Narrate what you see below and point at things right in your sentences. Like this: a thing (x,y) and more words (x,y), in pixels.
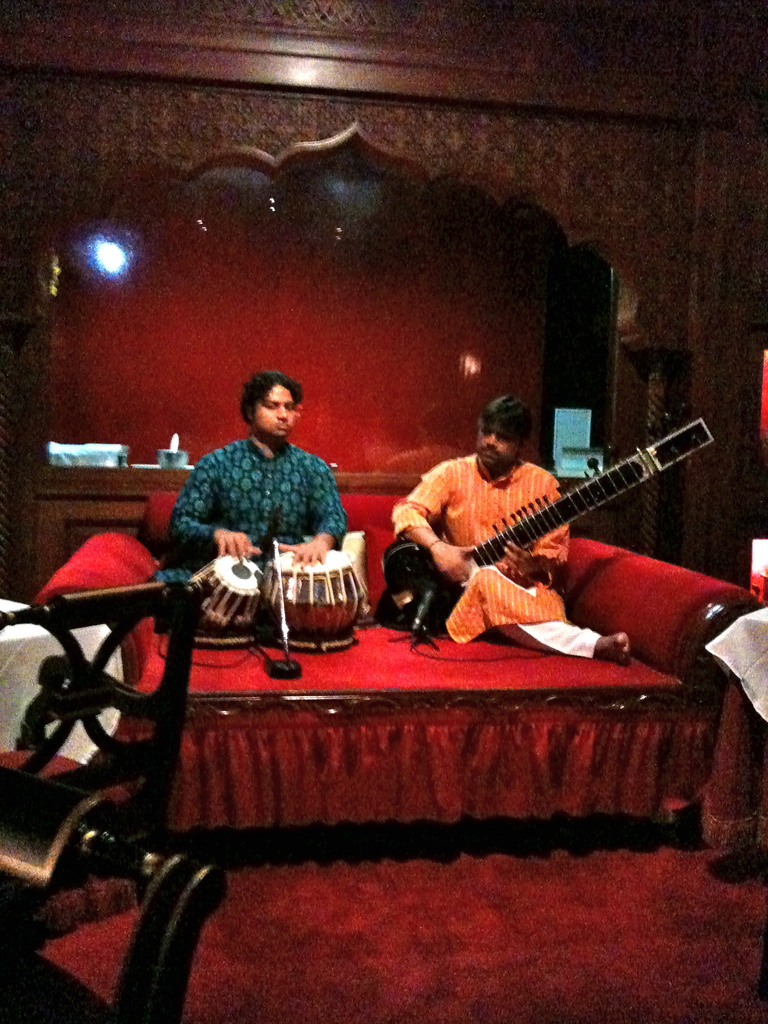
Here we can see two persons (534,617) sitting on a sofa (481,709). They are playing a musical instruments (669,458).
